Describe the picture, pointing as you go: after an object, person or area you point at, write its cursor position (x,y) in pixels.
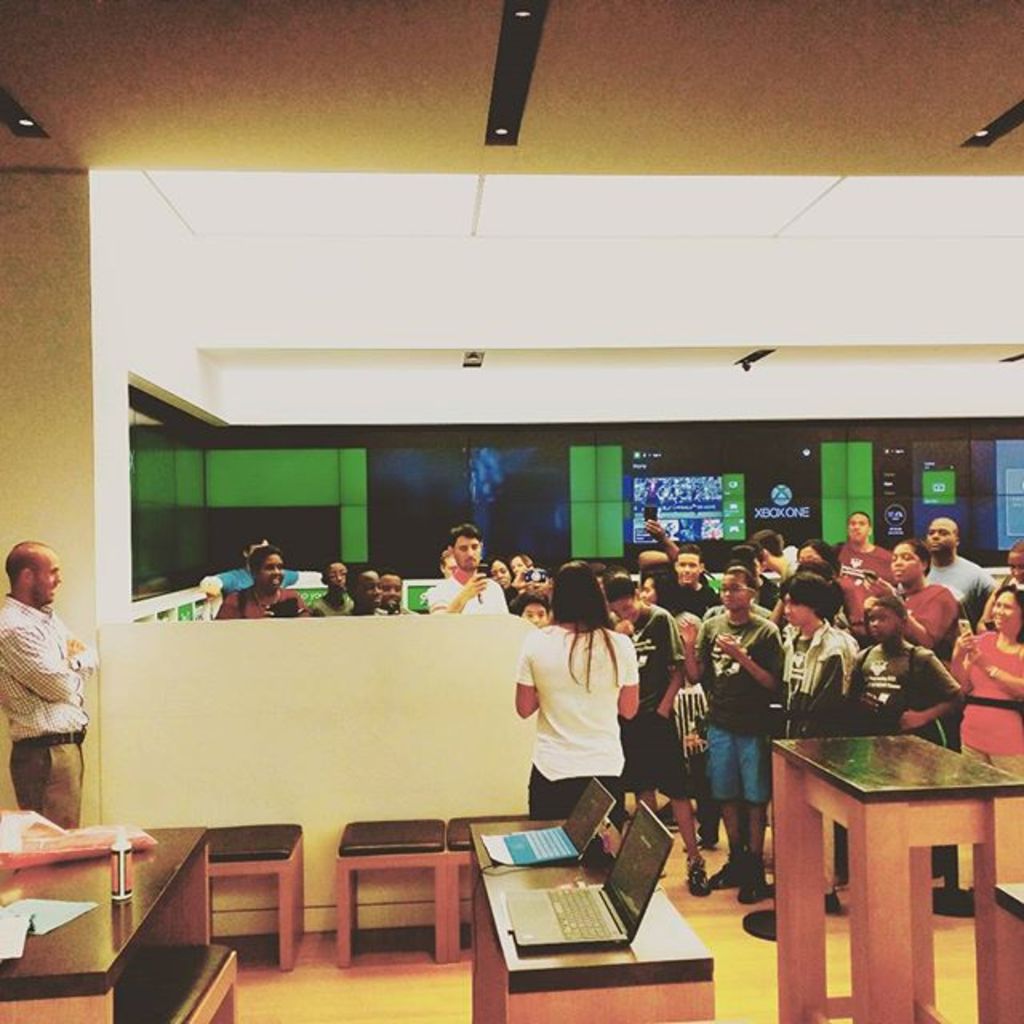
here we can see a group of people (586,601) are standing on the floor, and here is the table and laptops (553,893) on it and some other objects (62,848) on it, and here is the light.
